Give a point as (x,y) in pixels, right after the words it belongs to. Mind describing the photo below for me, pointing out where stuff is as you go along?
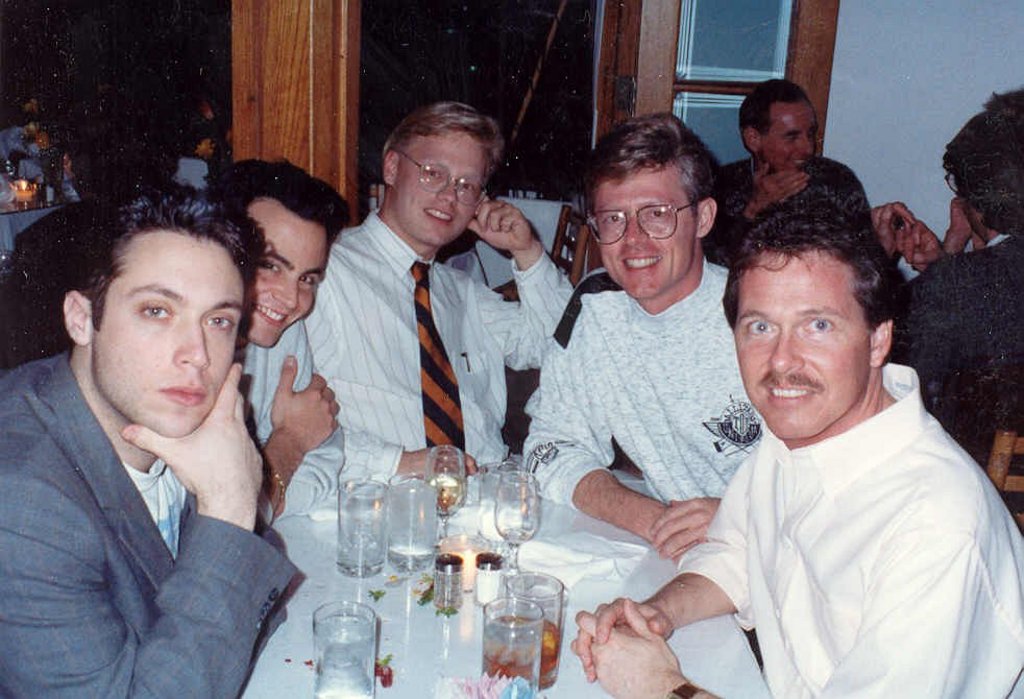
In this image there are a group of people (726,390) who are sitting on chairs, and also there are some tables (385,568). On the tables (330,548) we could see some glasses (522,581) and some bottles (485,598) and in the glasses (541,577) there is some drink (545,628), in the background (424,69) there is a window (728,44) and wall (924,109).
